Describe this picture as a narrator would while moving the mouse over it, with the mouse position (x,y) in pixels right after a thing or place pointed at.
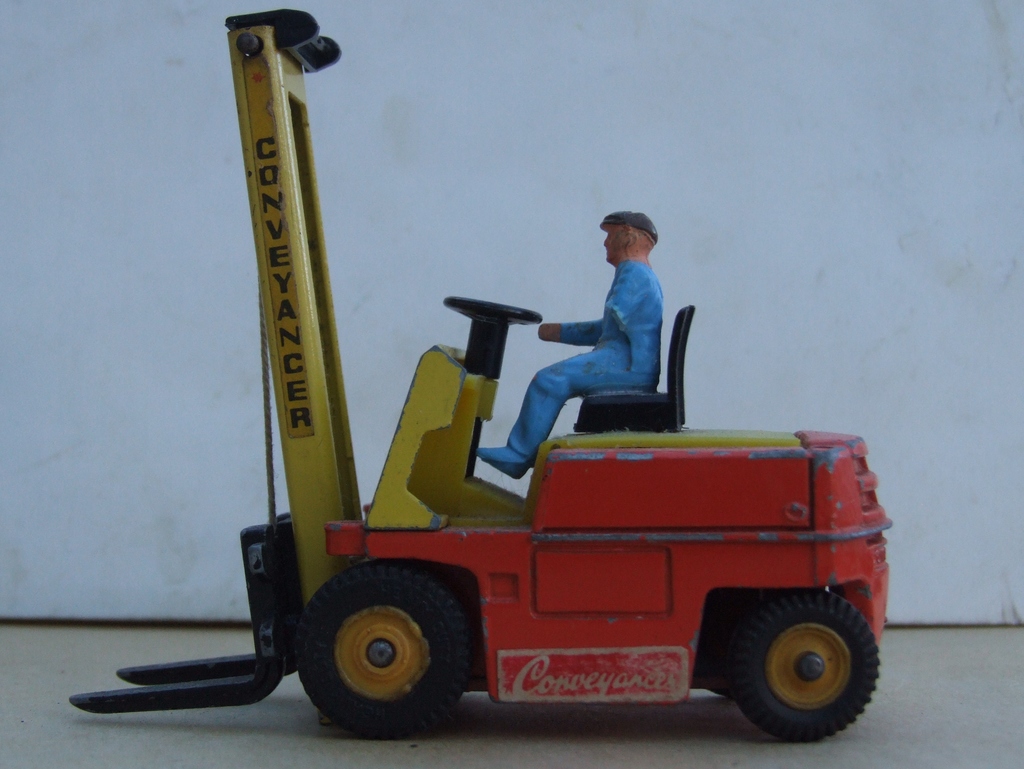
In this picture I can see miniature (521,563) and I can see white color background (416,148).
